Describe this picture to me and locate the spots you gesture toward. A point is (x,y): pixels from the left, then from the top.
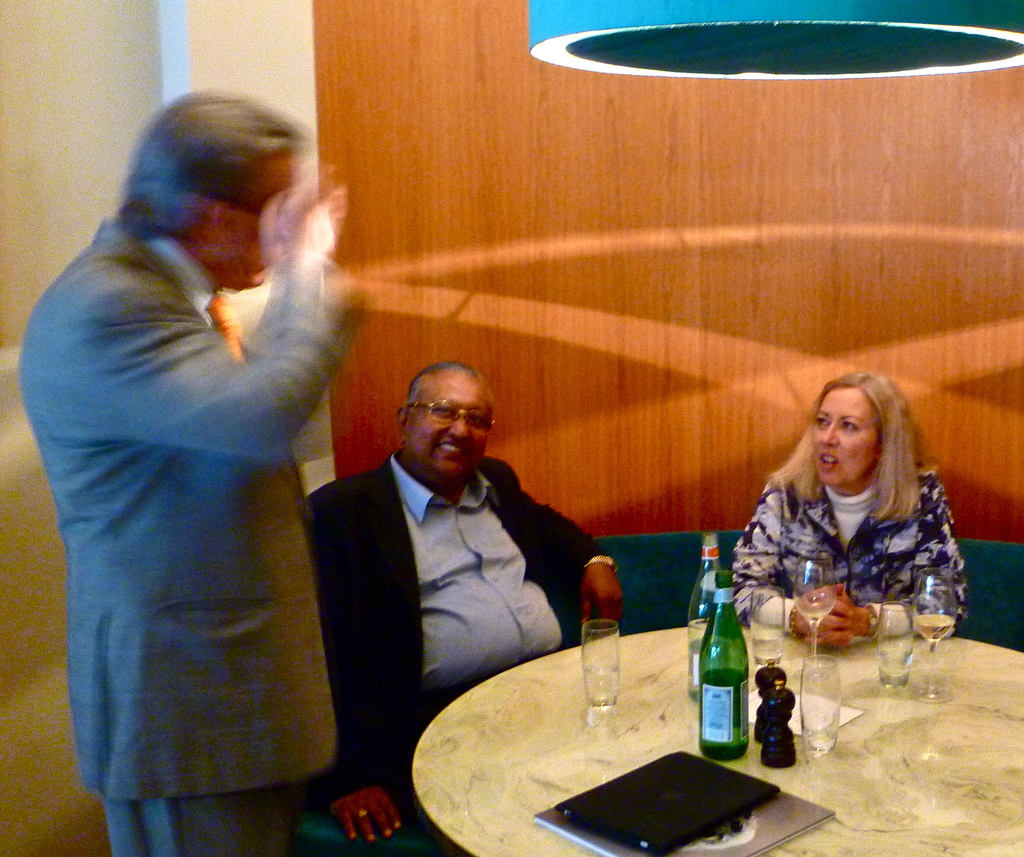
In the middle of the image (441,370) two persons (934,566) are sitting and one is smiling. Bottom left side of the image (140,628) a man (253,360) is standing. Bottom right side of the image (927,809) there is a table (1004,651), On the table (673,634) there are some bottles (711,576) and there are some glasses (822,706) and there is a laptop (685,777). Top right side of the image (724,119) there is a wall (937,147).
